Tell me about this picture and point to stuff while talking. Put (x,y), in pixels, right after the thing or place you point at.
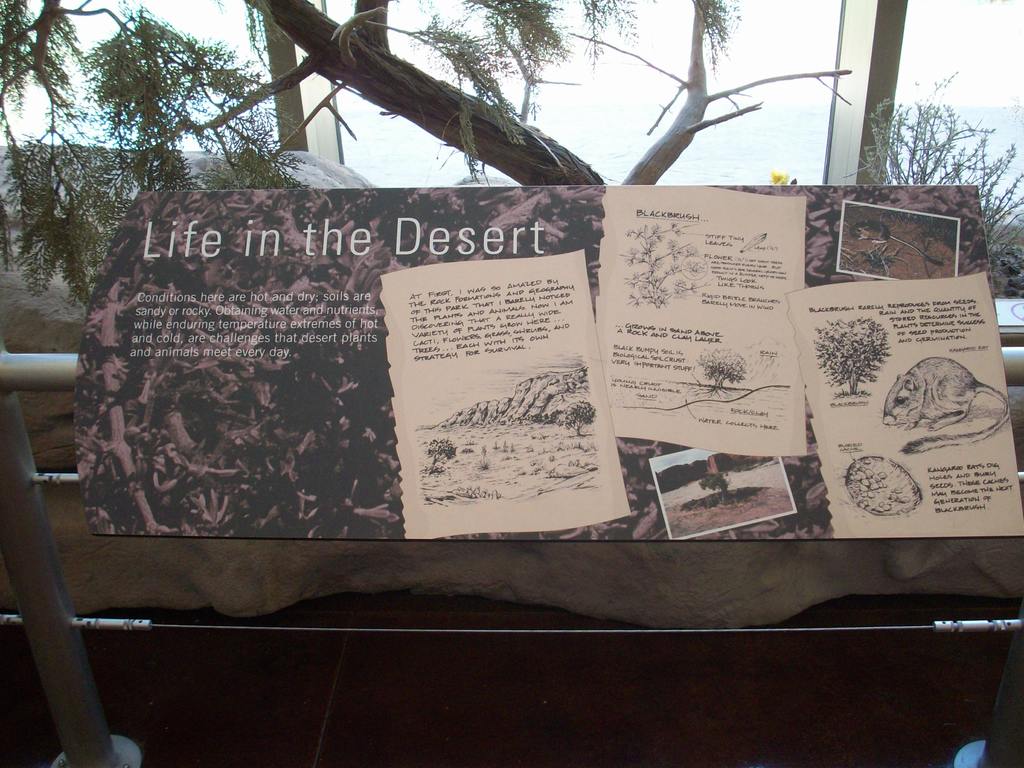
In the picture we can see a board (318,434) on it, we can see a name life in the desert and some articles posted on it and in the background (48,252) we can see some tree (45,204) and pole (3,483).
